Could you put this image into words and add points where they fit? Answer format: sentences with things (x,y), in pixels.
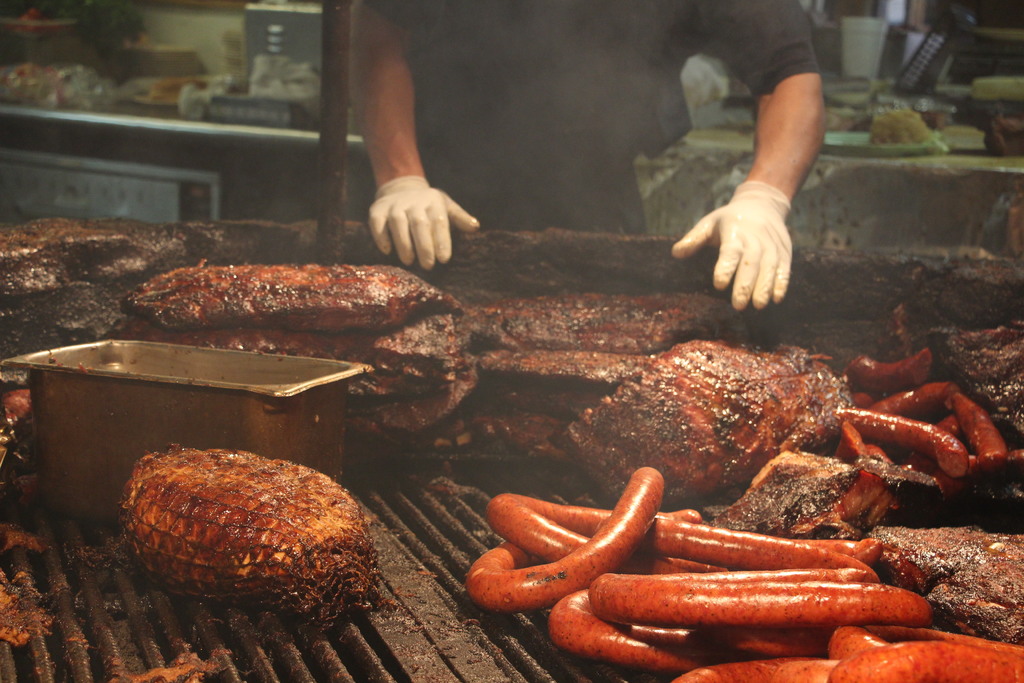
In the picture I can see the fried meat (660,313) and grilled sausage (714,563) on the metal grill (371,673). I can see a stainless steel bowl (205,408) on the left side (176,368). I can see the hands (375,195) of a person (559,222) wearing the gloves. I can see a plate (873,147) on the table (939,176) on the right side (903,152).
